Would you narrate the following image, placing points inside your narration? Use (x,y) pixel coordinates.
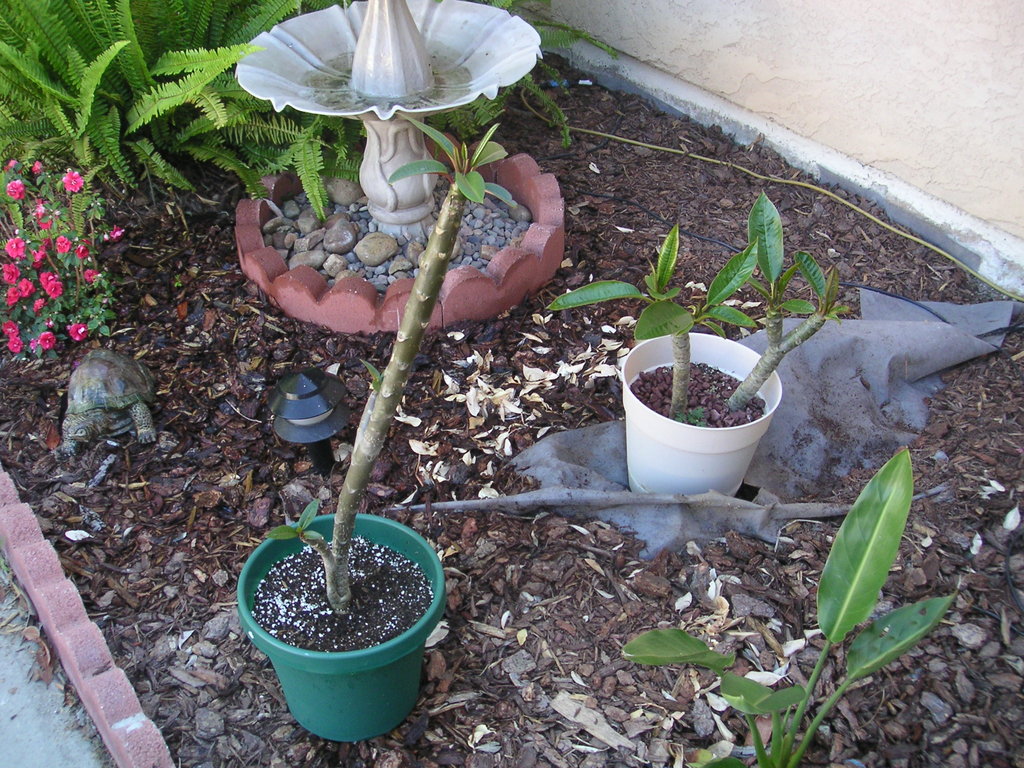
In the center of the image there is a fountain (407,188). At the top left corner (21,41) there is a plants (85,194) and flowers (80,248). At the bottom (335,573) we can see plants (801,706). At the top right corner (800,131) there is a wall (765,117).
